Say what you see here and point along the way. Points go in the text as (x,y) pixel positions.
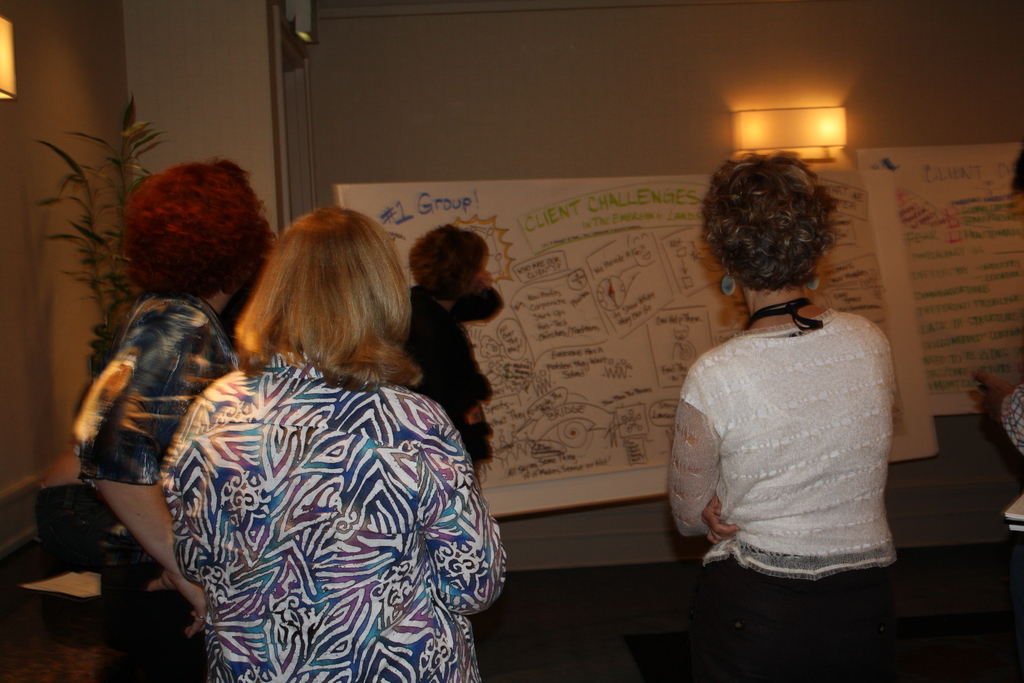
In the image there are many women (339,451) standing in front of white board (867,286) with text (935,332) on it, above it there is a light (736,119) on the wall (395,142), on the left side (97,247) there is a plant (93,235) in front of the wall (103,186), this is clicked inside a room (1002,543).
